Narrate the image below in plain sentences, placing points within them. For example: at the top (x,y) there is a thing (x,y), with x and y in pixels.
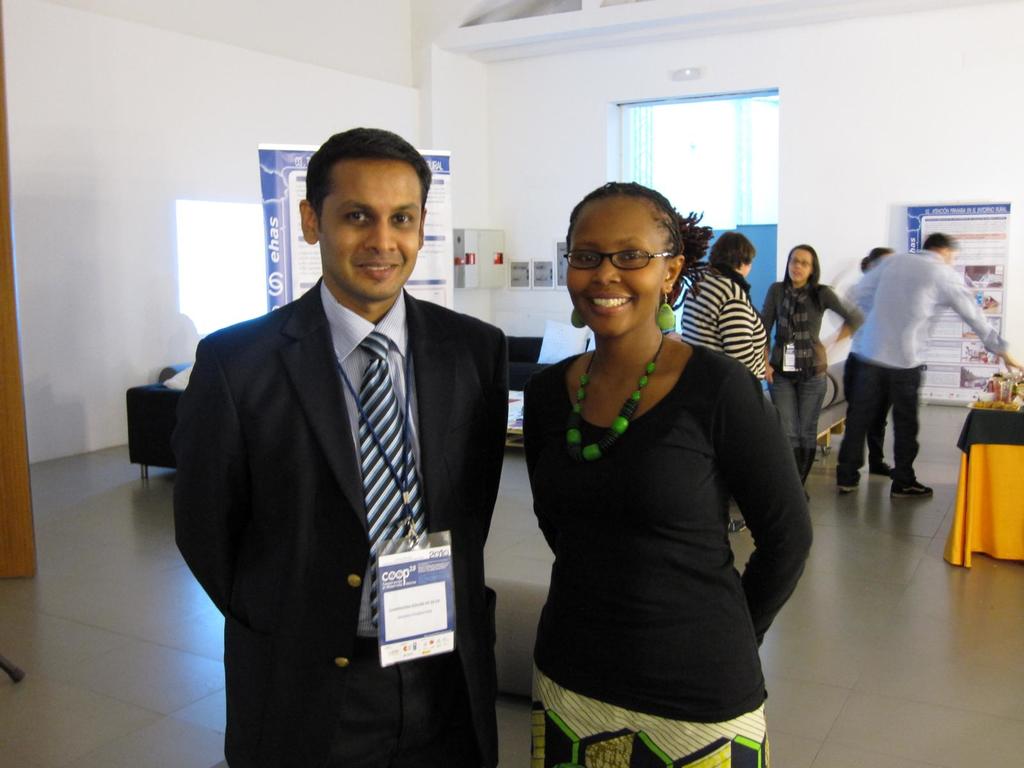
In the center of the image (437,355) there are two people (381,532) standing. In the background of the image (373,123) there is wall (257,161). There is a banner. There are people (772,301) standing. There is a window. At the top of the image (549,30) there is ceiling (468,21). To the right side of the image (965,514) there is a table (1002,442) on which there are objects (1006,405). At the bottom of the image (863,726) there is floor (215,751).
